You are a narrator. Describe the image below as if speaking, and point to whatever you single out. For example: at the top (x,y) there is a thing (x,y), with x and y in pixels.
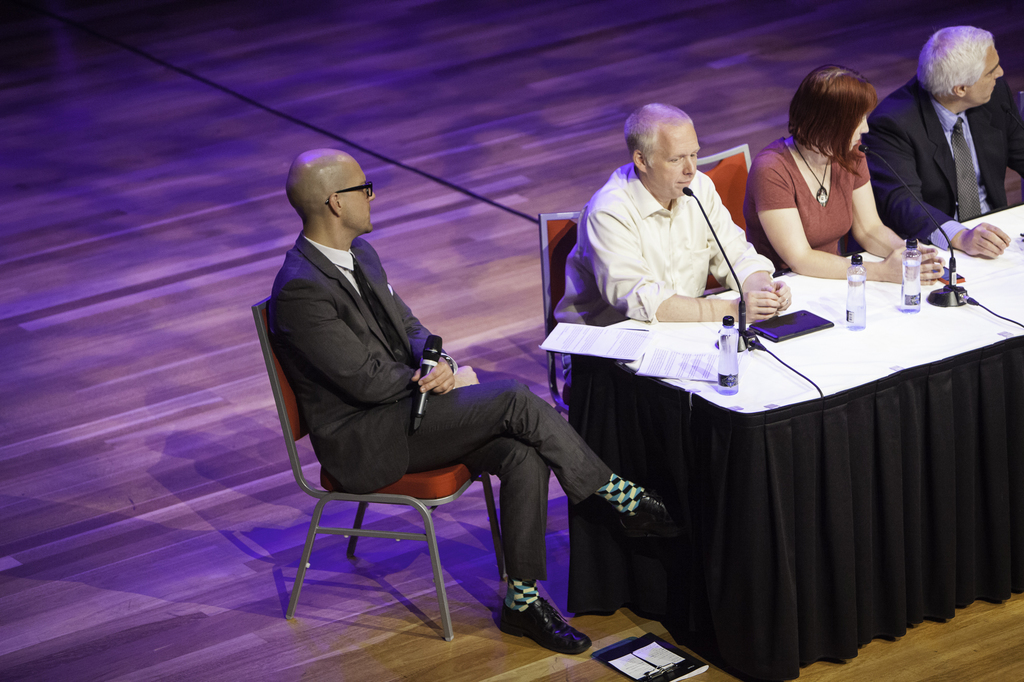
In this picture I can see few people (687,243) seated on the chairs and I can see water bottles (736,336), papers (681,356) and couple of microphones (739,286) on the table (792,306) and I can see a cloth (698,460) to the table (695,325) and I can see a man (397,400) holding a microphone (425,370) in his hand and looks like paper (638,665) on the floor (242,378).
